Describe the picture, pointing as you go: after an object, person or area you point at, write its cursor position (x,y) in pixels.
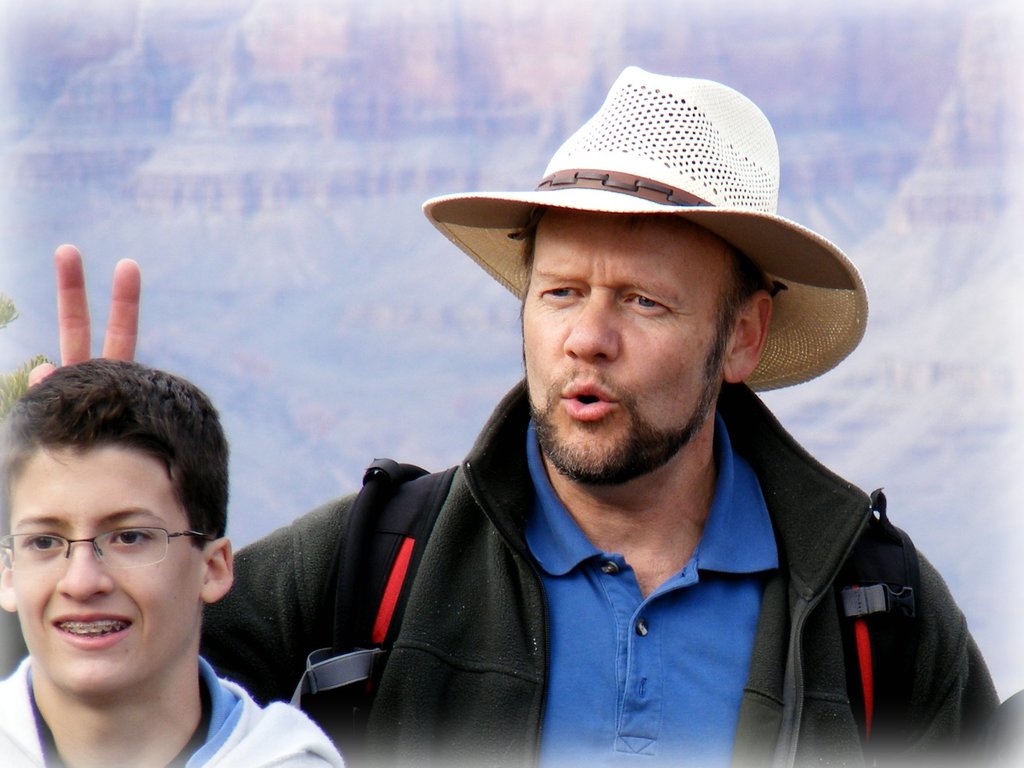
In this image I can see there are two persons (442,578) standing. And one person (207,597) is smiling. And at the back (31,313) the image is blurred.
